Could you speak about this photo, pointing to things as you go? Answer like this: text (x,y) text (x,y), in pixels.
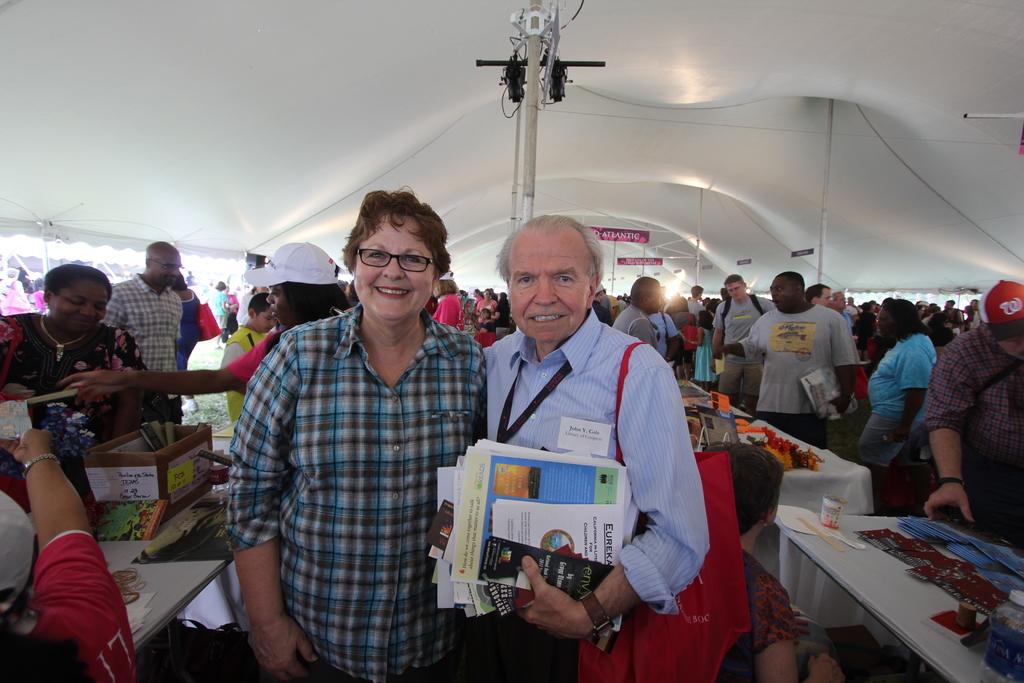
In this image there are two persons (396,610) standing and smiling, a person (650,529) holding the papers (522,494), and in the background (110,408) there are group of people (220,296) standing under the tent (923,212), cardboard box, papers (950,572) and some items (936,559) on the tables (868,576), poles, name boards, lights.
